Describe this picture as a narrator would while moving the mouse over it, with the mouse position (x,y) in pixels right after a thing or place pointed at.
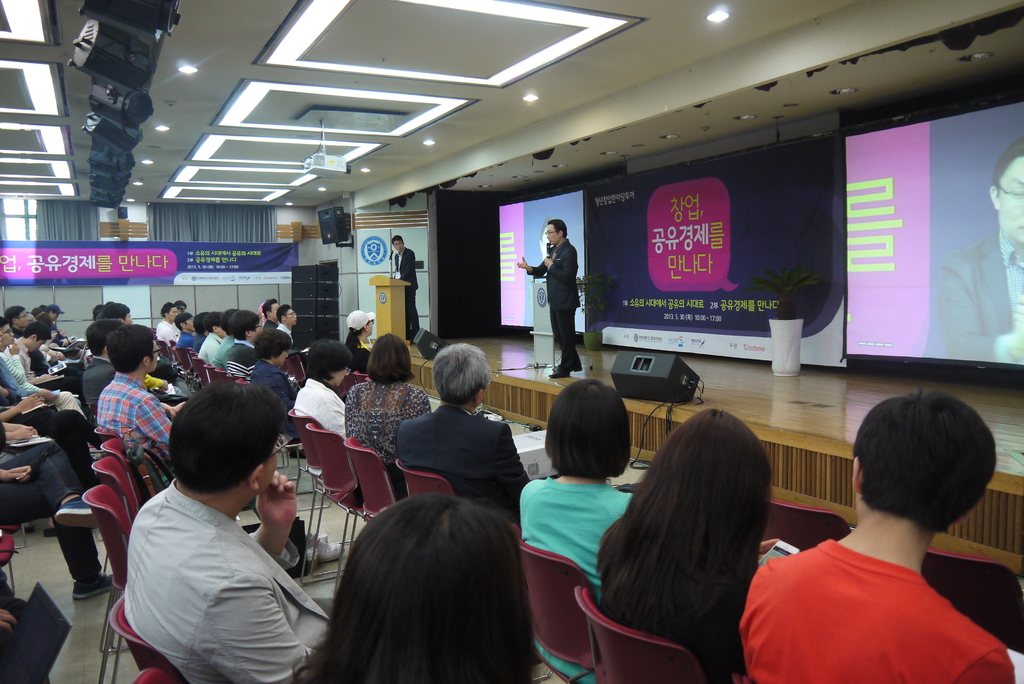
This is an inside view. Here I can see many people (196,472) are sitting on the chairs (103,526) and looking at the man (550,284) who is standing on the stage (508,361) and speaking on a mike (548,246). In the background (407,271) there is another person (412,283) standing in front of the podium (395,287). On the right side (884,240) there are two screens (581,216) and a board (636,245) on which I can see the text (685,208). In the background (127,262) there is another board (152,267) attached to the wall (108,292). At the top of the image (228,105) there are few lights (530,96) to the roof (671,90).
